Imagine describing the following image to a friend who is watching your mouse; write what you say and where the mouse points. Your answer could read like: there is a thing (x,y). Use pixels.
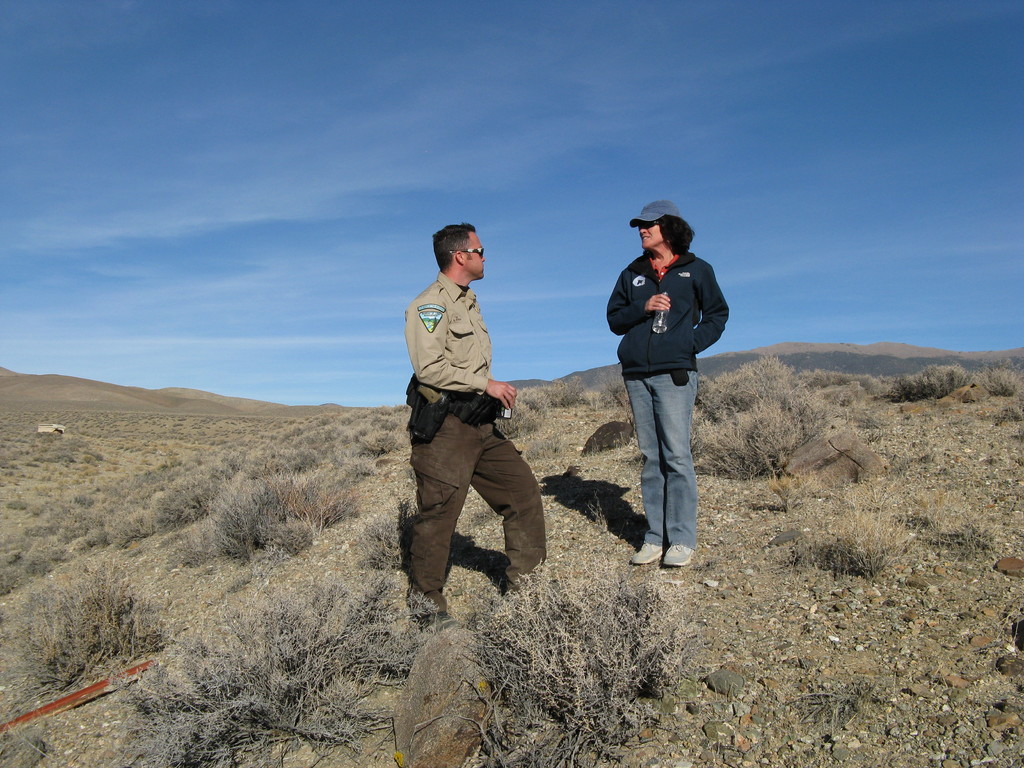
In this image, we can see two people (633,380) and one of them is wearing uniform (447,370), glasses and holding an object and the other is wearing a coat (682,298), cap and holding a bottle (659,328). At the bottom (495,591), there are twigs (206,464) and rocks (627,437). At the top (529,122), there is sky (564,132).
